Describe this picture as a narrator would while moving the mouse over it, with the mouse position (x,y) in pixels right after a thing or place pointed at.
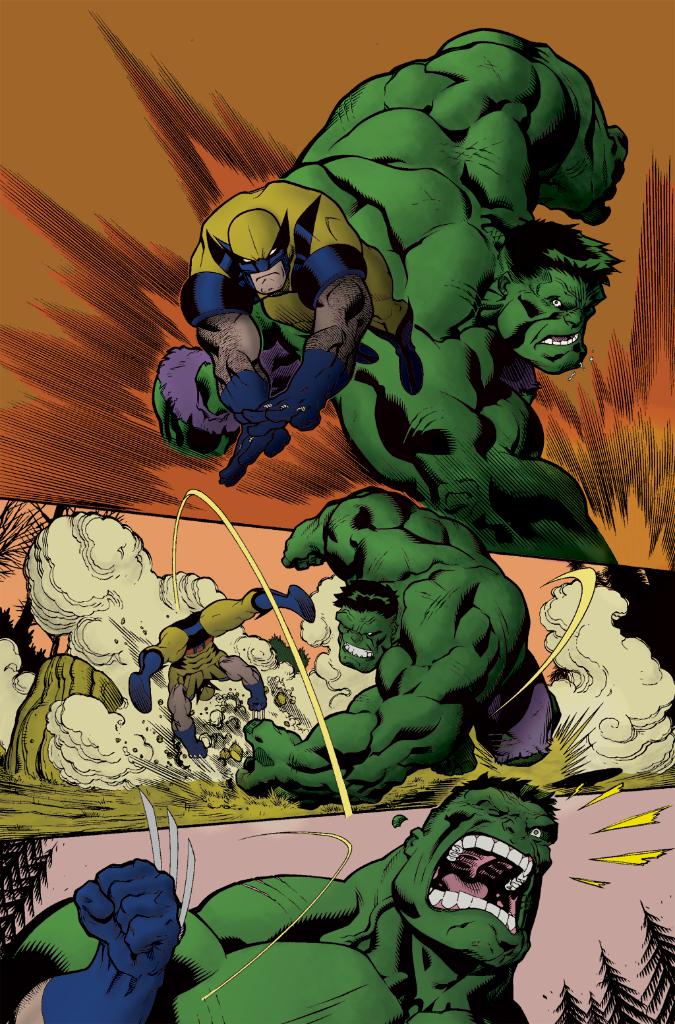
There are three animated images. In which, there is an animated image of a person (475,261) who is in green color.
